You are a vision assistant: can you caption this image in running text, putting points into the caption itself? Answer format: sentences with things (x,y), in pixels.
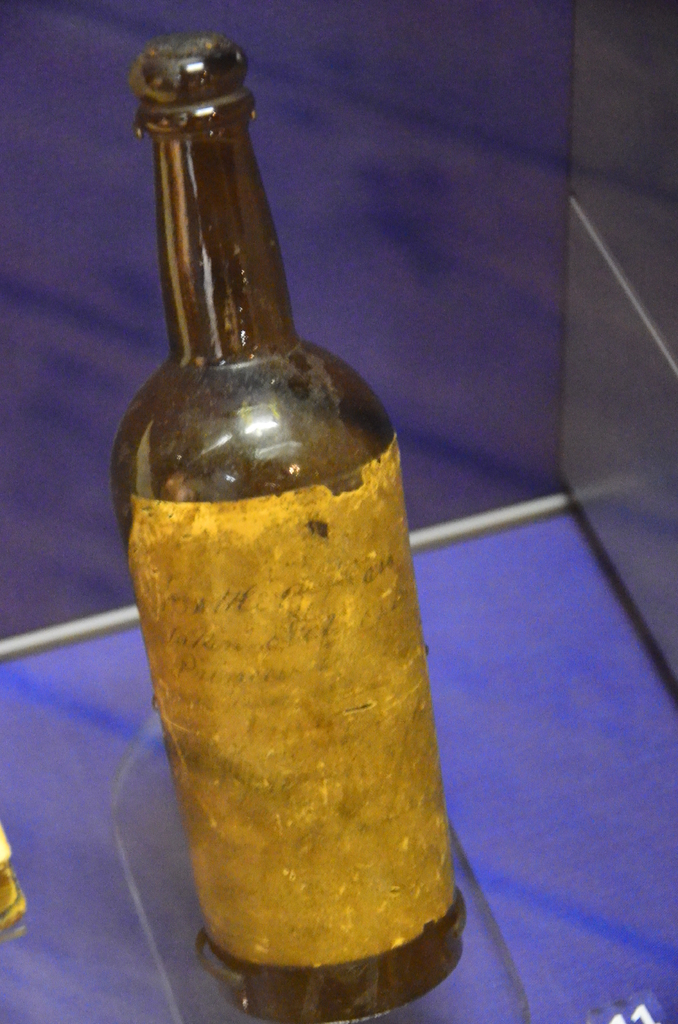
In this picture we can see bottle (206,412) on the platform (599,853) and we can see sticker (419,899) on this bottle (218,102). We can see wall (543,269).
